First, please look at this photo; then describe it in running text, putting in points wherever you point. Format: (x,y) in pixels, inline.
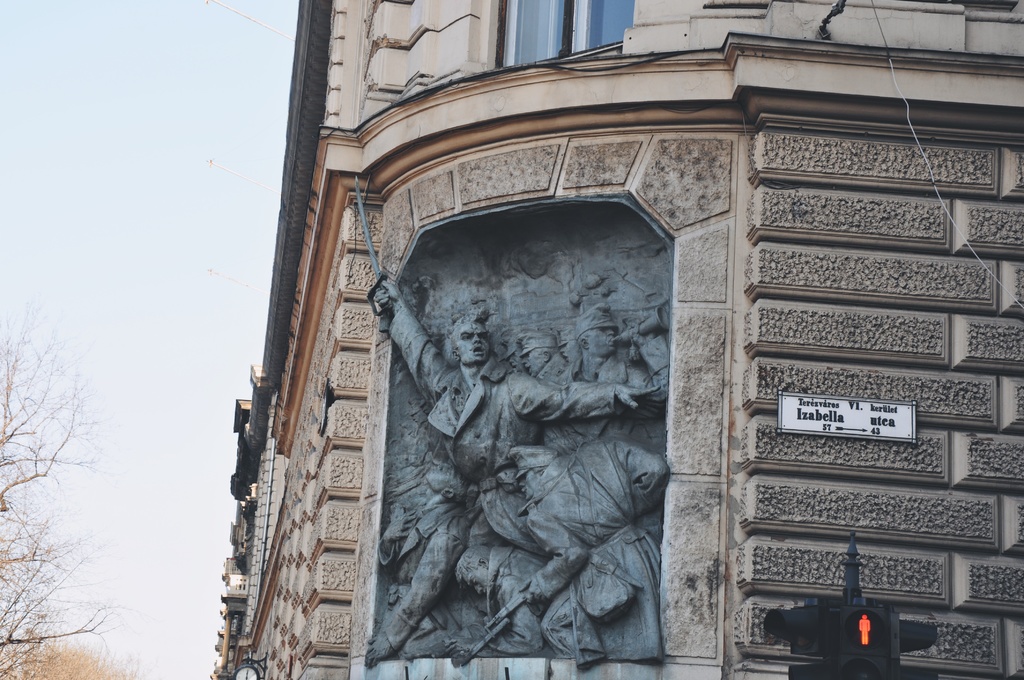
In this image we can see the sculpture (497,408) and board (846,414) with text (808,420) attached to the building (809,460). In front of the building (820,451) we can see a street light (810,629). And there are trees (57,655) and sky (148,203) in the background (135,192).
